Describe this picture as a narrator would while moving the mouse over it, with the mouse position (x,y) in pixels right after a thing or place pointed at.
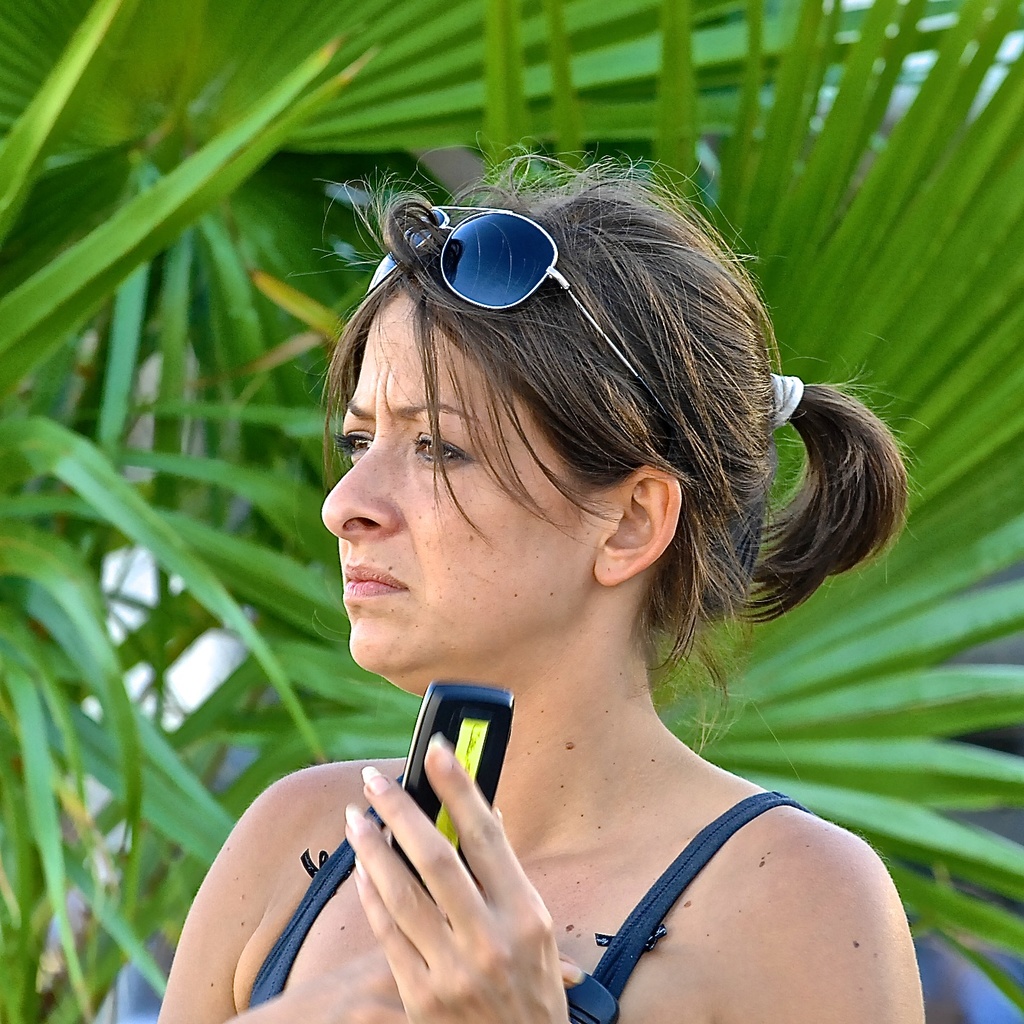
In this image there is a woman (455,552) holding some object (481,735). Behind her there are trees (217,246).
